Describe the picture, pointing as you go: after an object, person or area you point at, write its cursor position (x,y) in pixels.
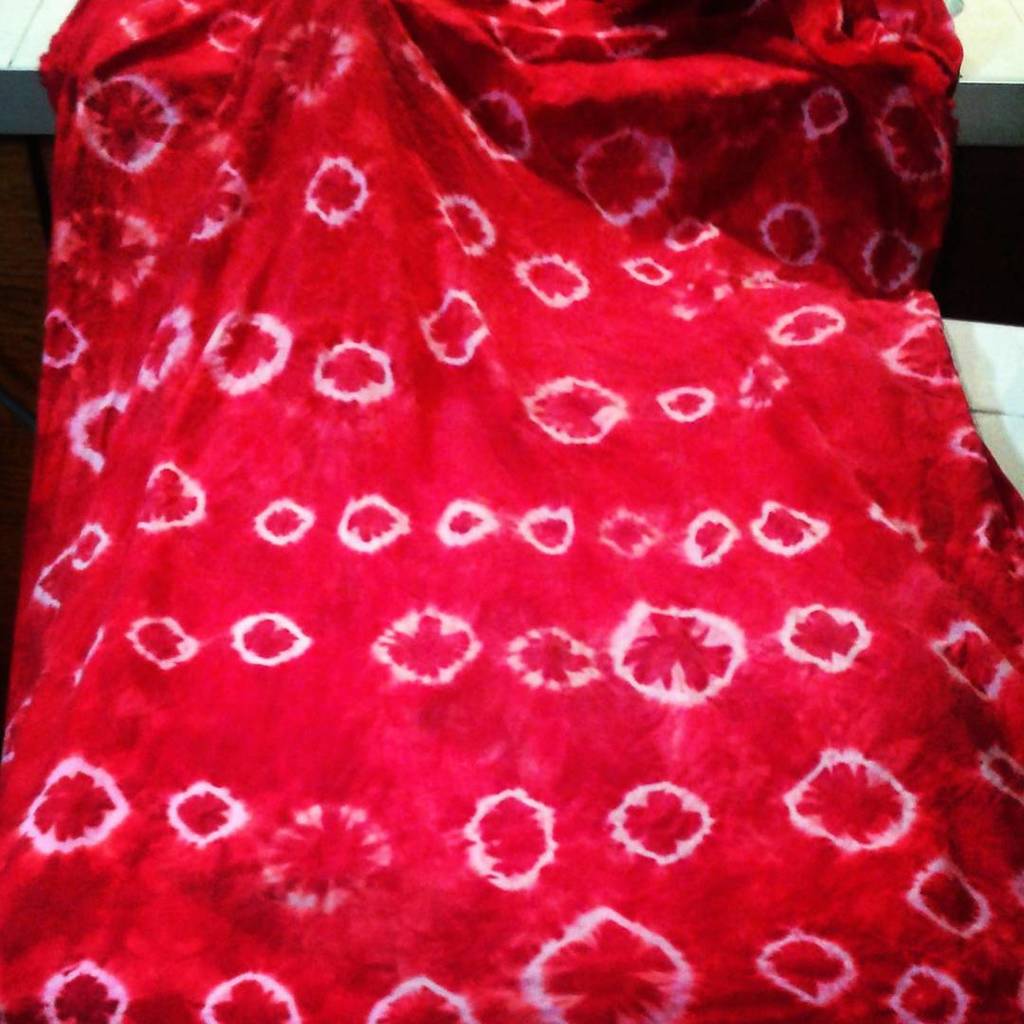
In this image I see a cloth (42,62) which is of red in color and there are white spots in between.
